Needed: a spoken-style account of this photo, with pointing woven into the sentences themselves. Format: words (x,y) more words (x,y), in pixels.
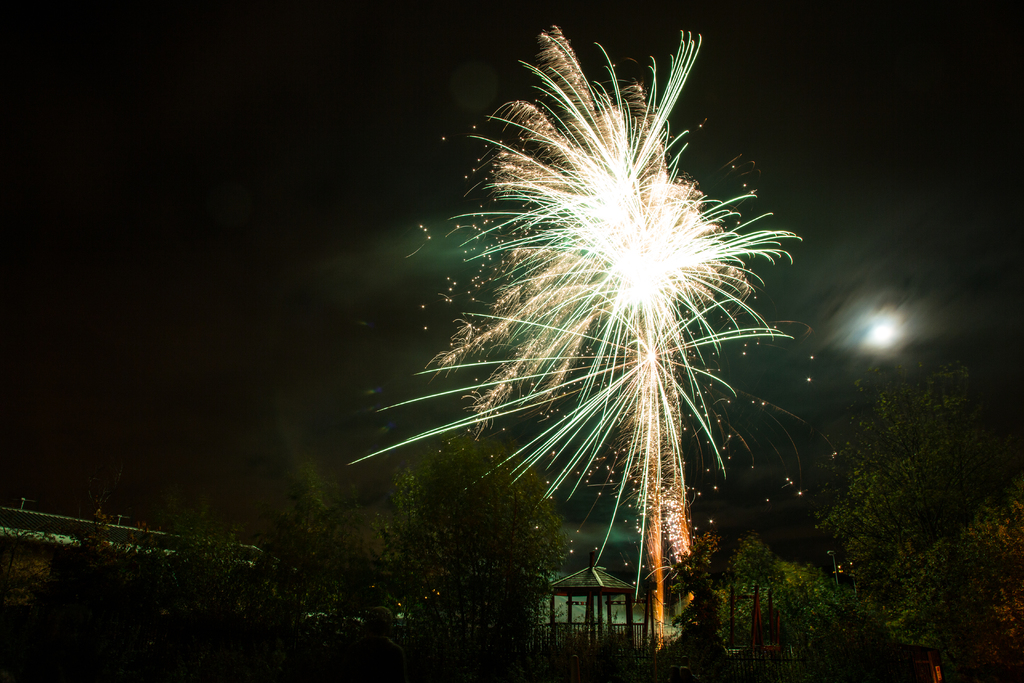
In this image there is the sky (456,194). There are sparkles (681,294) in the sky (706,315). At the bottom (460,572) there are trees (459,558) and a shed (609,589). There is a railing (583,638) around the shed (592,588). The image is dark.
